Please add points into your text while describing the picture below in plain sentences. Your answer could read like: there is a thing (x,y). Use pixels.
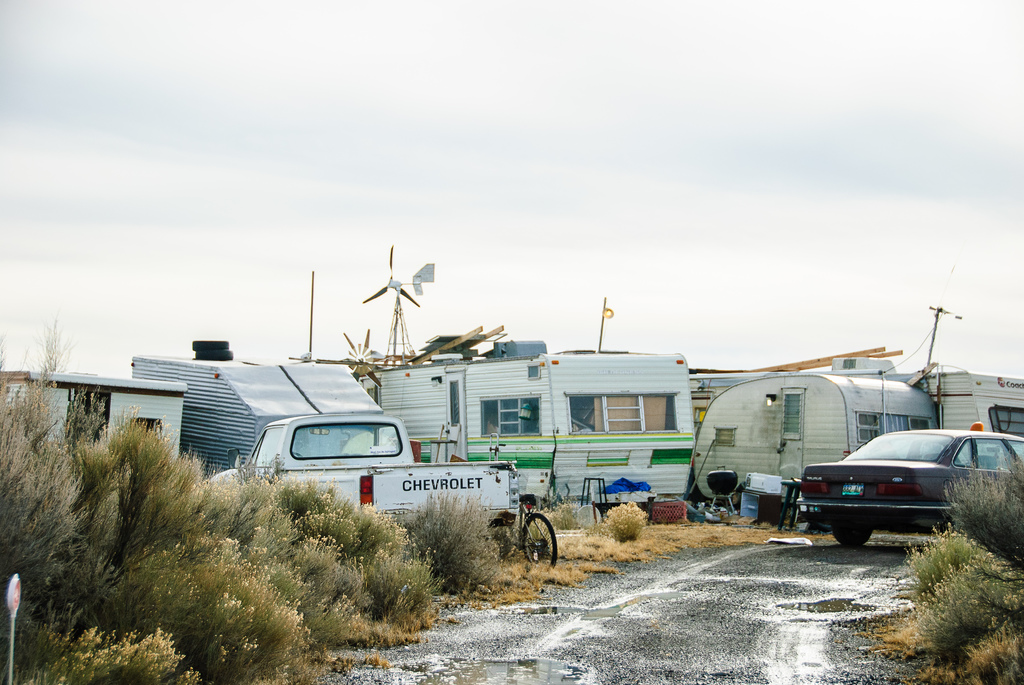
In this image I can see road (707,644), water (825,646), grass (1009,670), plants (30,678), few vehicles (317,467) and number of white colour trailer vans (455,396). I can also see few poles (938,381) and in background (308,199) I can see the sky (541,248). Here I can see something is written.
